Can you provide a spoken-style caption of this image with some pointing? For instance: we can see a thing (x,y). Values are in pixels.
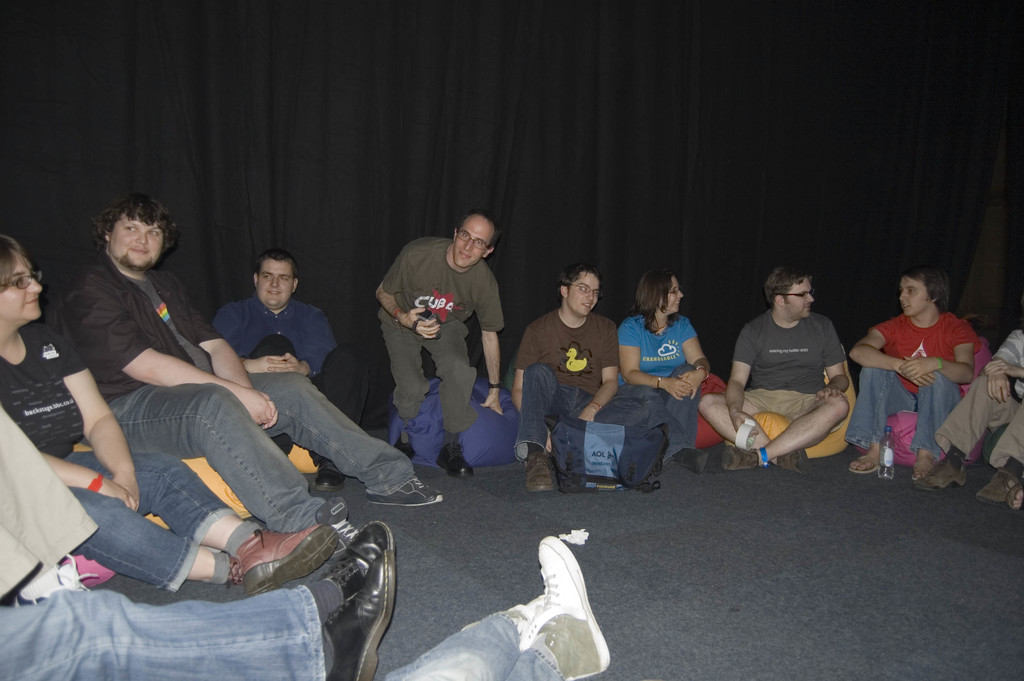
In this image there are a group of persons (547,443) sitting on the bean bags (292,457), there are two men (441,332) holding an object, there is a water bottle (886,454), there is floor (868,504) towards the bottom of the image (830,639), there are objects (623,469) on the floor (697,522), at the background of the image (707,183) there is a curtain (509,137).
